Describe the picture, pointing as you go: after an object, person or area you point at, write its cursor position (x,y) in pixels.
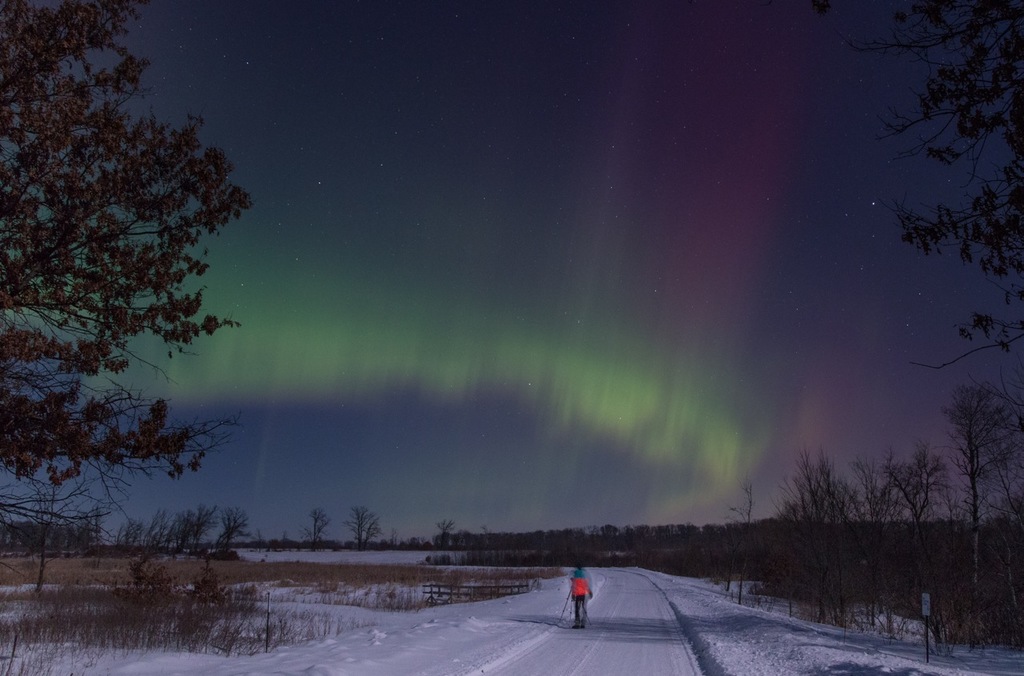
In this picture, we can see a person (581,600), and we can see the ground (631,668) with snow (397,671), trees (612,564), plants (167,609), and the sky (502,291).
